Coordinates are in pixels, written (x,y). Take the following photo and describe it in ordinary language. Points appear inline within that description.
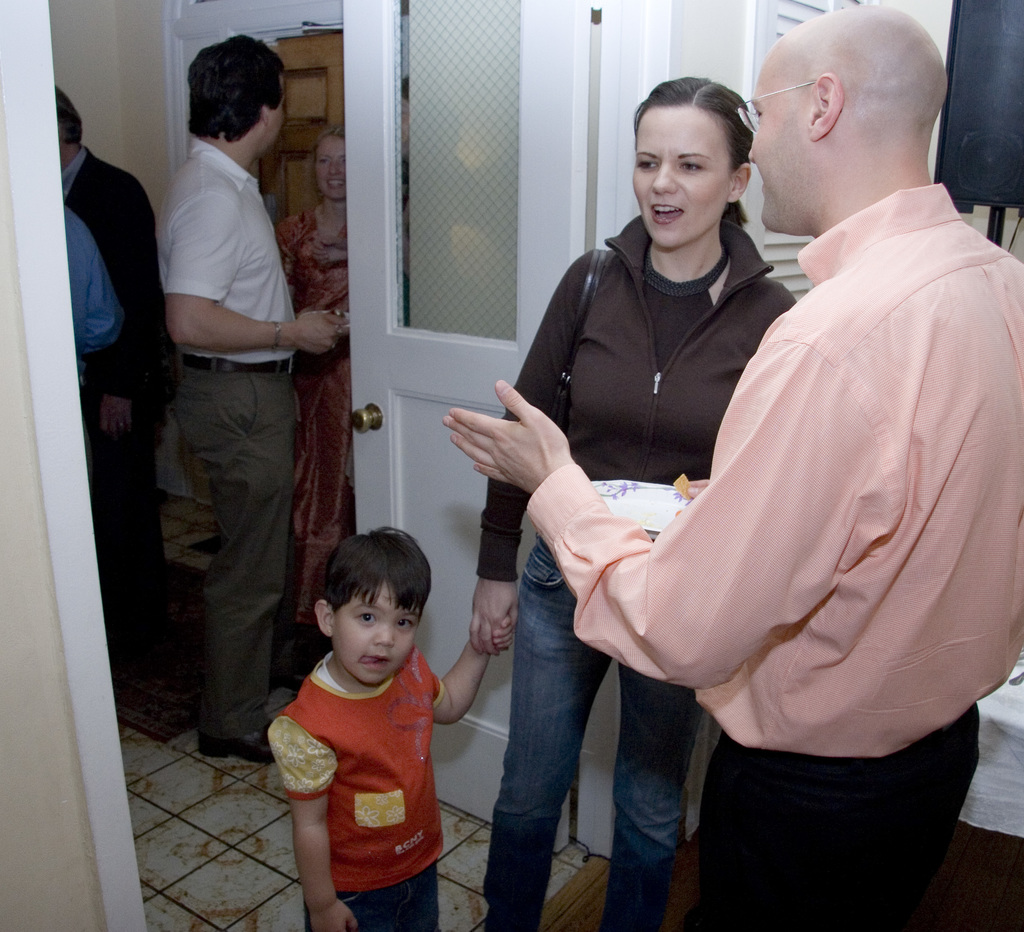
In this image we can see a group of people (379,836) standing on the floor (453,857). In that a person (759,597) is holding a plate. On the backside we can see a door (461,384), speaker (1023,68) and a wall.
